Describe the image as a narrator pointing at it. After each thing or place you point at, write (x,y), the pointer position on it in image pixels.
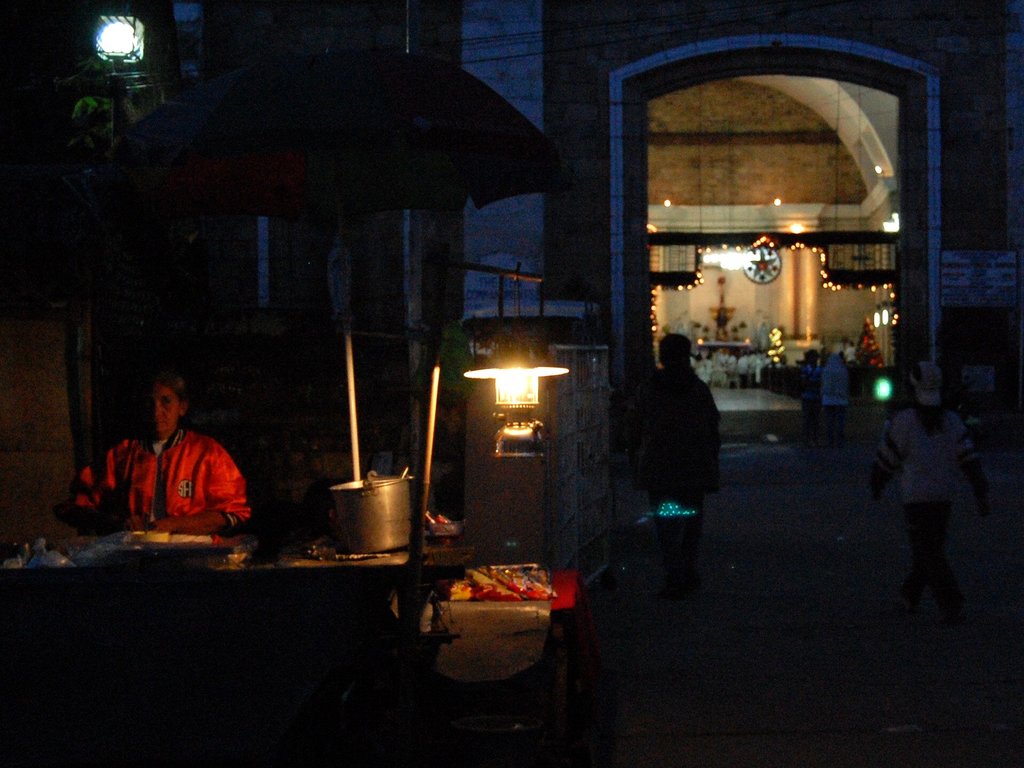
In this picture there is an old lady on the left side of the image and there is a table (238,630) in front of her, on which there are metal utensils (356,520) and a container (381,535) and there is a lamp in the center of the image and there are people (652,487) in the image, there are lights (803,229) and chairs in the image.
